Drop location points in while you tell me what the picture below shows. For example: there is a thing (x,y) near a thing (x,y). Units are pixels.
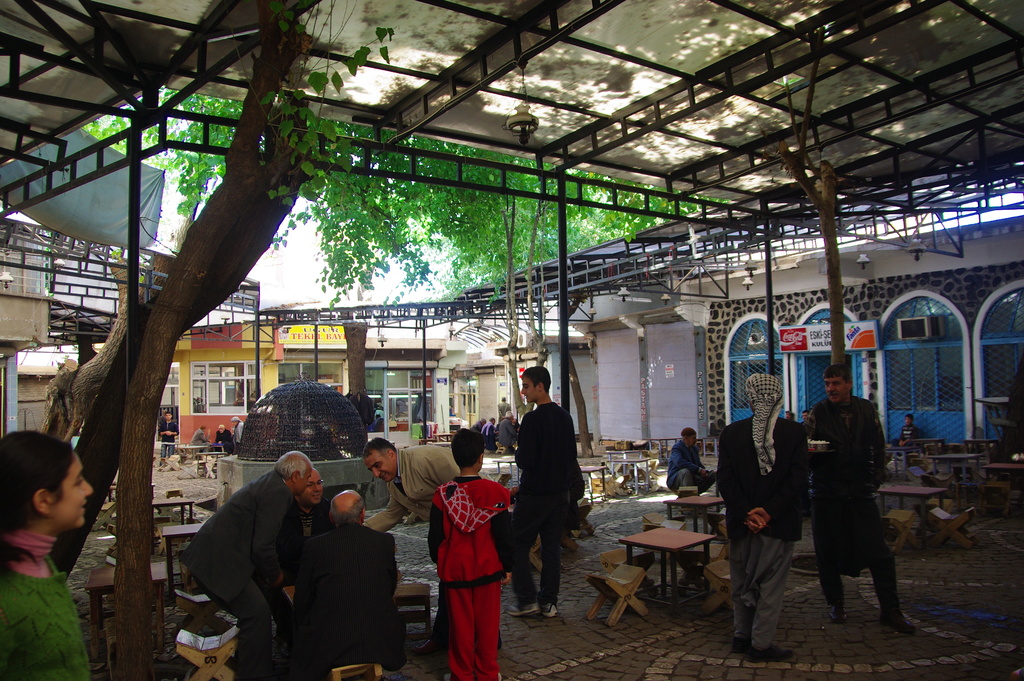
In the image we can see there are many people (522,457) around, they are wearing clothes (207,574). These are the stools (641,570), table (677,544), floor (919,604), building (617,347), window (228,389) of the building (223,385), tree (371,209), pole (562,222) and a sky (297,241).
